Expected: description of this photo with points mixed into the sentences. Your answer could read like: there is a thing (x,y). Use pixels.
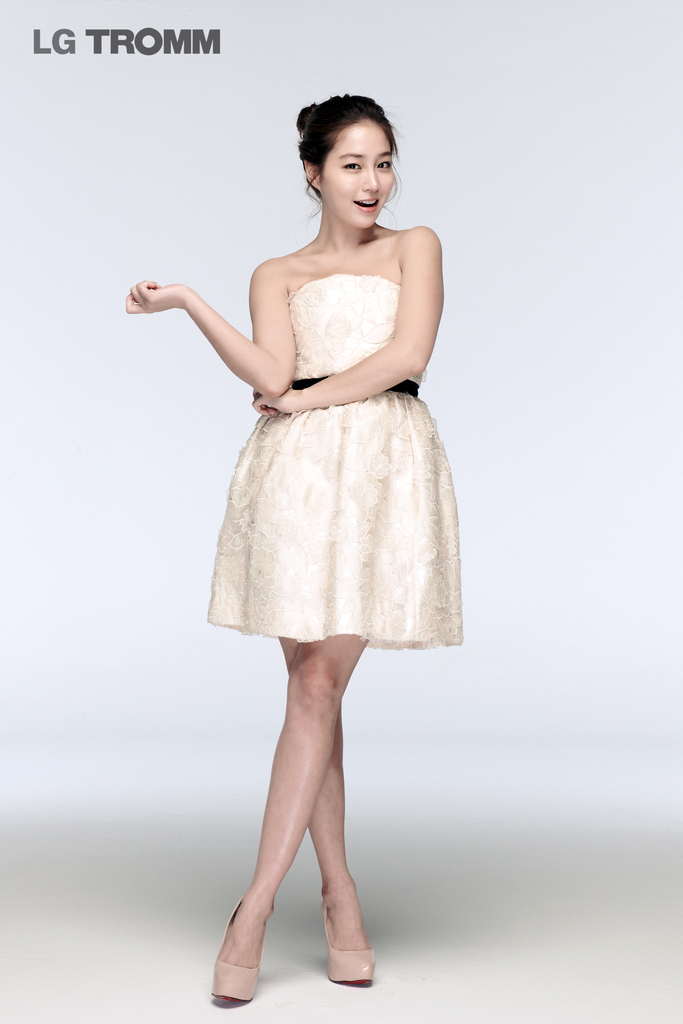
In this image we can see a woman (337,253) standing on the floor (475,937) and there is a pretty smile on her face (369,177).
